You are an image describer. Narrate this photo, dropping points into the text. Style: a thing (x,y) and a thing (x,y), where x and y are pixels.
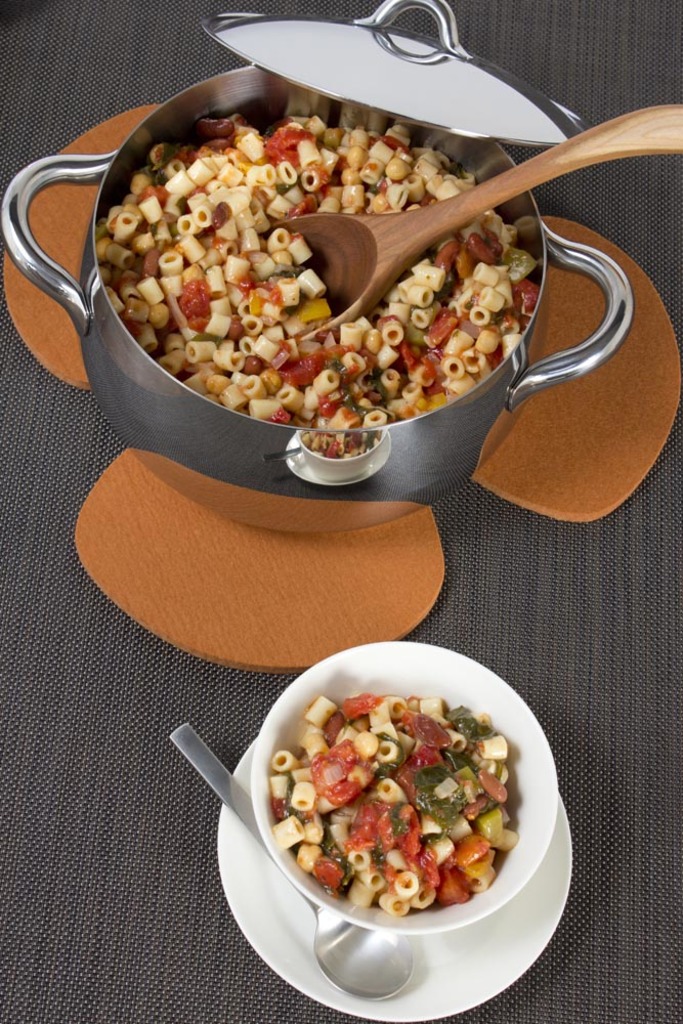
In this picture, we see a saucer (441,957), a spoon (358,976) and a bowl (428,923) containing the food item (331,797). Beside that, we see a pan (220,125) or a vessel (423,281) containing the wooden spoon (335,239) and the food item (363,206). Beside that, we see the lid (335,82) of the pan (247,71). This pan (291,152) might be placed on the brown color felt object (322,573). In the background (122,729), it is black in color and it might be a table (619,755).
